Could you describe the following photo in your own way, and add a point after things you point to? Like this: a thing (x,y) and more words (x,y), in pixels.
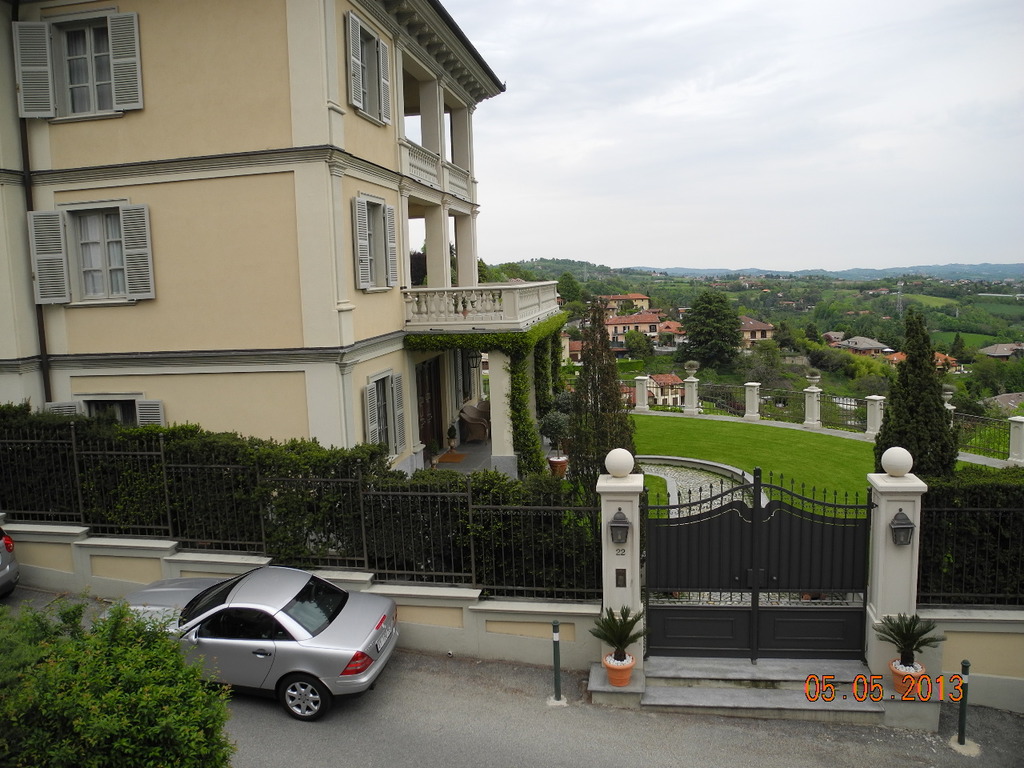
In this image we can see a building (472,198) with windows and pillars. We can also see some plants (529,416), a gate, street lamps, the metal fence (472,541), grass (765,480), the pathway (725,486), some plants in the pots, sofas (471,424) beside a door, some divider poles (556,639), the staircase (687,691), some trees (576,426) and a car (291,685) on the road (487,726). On the backside (500,199) we can see some houses (668,404), trees (806,344), the hills (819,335) and the sky (758,212) which looks cloudy.
